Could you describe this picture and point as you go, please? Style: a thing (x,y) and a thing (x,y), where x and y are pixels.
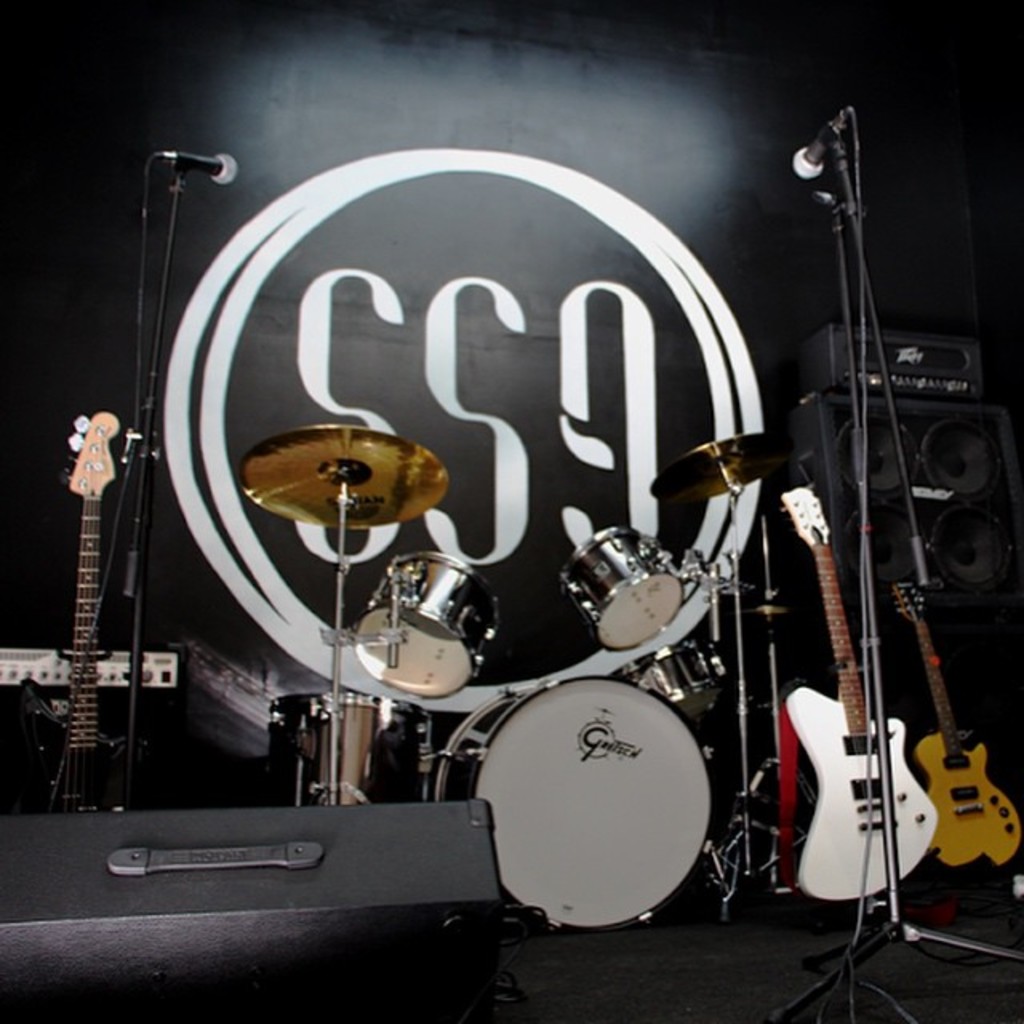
there are so many musical instruments (657,720) on the stage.
